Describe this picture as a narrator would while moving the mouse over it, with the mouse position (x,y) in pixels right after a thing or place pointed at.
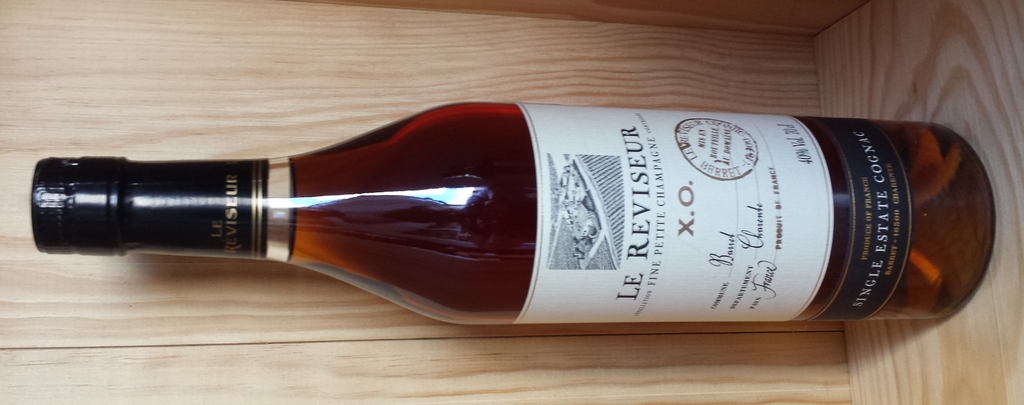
In this image we can see a alcohol bottle (633,193) on the wooden surface (801,97).
